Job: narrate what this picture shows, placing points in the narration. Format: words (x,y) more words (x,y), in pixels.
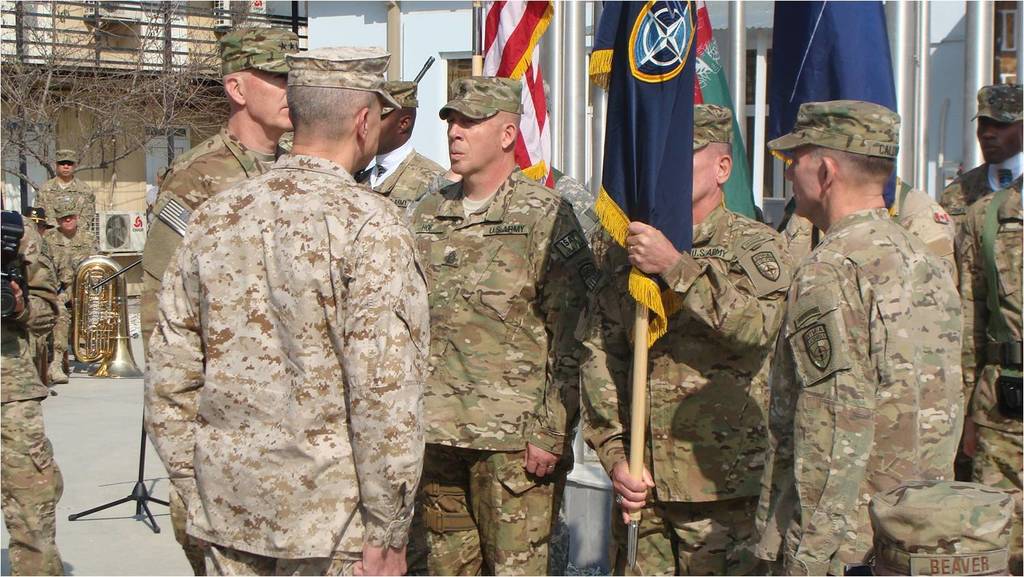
In this image we can see people (537,345) standing. They are wearing uniforms (433,308). The man (693,385) standing in the center (622,285) is holding a flag (630,219) in his hand (647,253). In the background (90,178) there are trees (149,83), buildings (469,64), poles (573,57) and flags (821,58). On the left (110,341) we can see a musical instrument (126,345).
